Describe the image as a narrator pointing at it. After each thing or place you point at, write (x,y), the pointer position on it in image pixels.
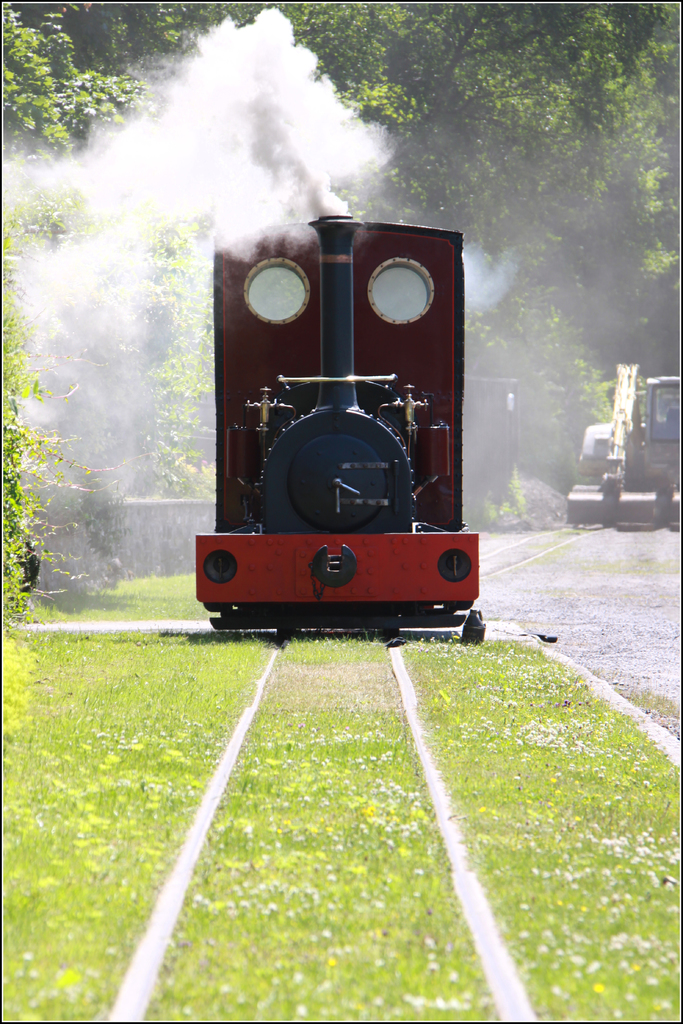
In this image there is a train (327,441), there is grass (277,777), there are trees (361,100), there is a road (571,582), towards the right of the image (602,473) there is a vehicle (624,444).
